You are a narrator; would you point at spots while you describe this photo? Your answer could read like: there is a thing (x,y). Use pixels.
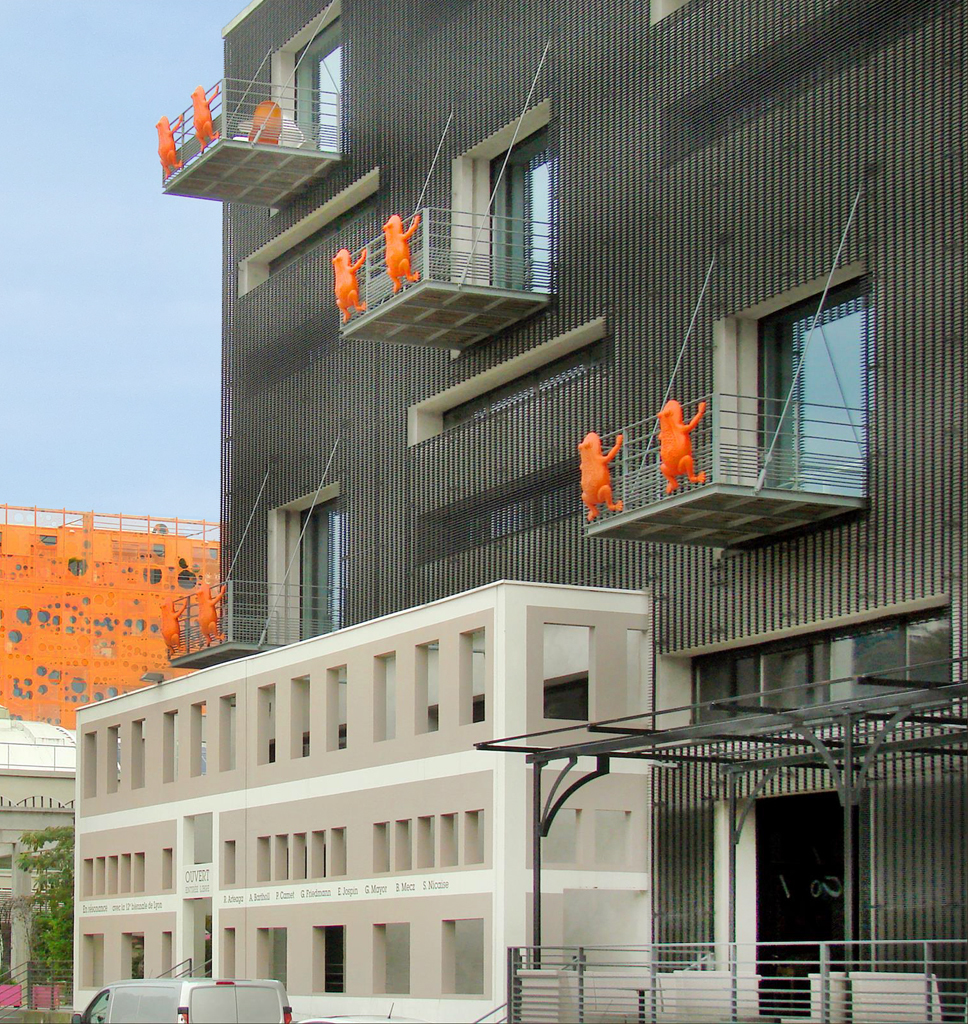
In the picture we can see some buildings (435,582), trees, vehicle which is parked and top of the picture (113,185) there is clear sky (45,206).
